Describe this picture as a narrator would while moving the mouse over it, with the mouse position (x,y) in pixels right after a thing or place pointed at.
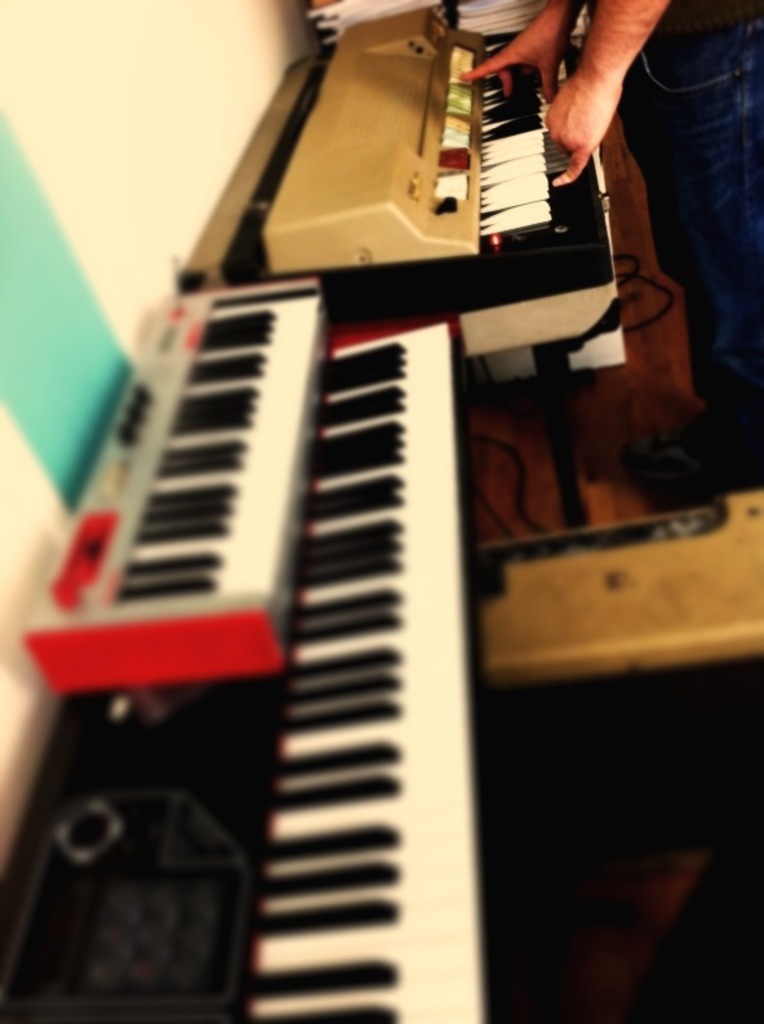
There are three keyboards (392,265). And in the back side (455,137) one person (491,72) is playing one keyboard (499,106). And there are some books (399,5) kept in the background (501,10).
